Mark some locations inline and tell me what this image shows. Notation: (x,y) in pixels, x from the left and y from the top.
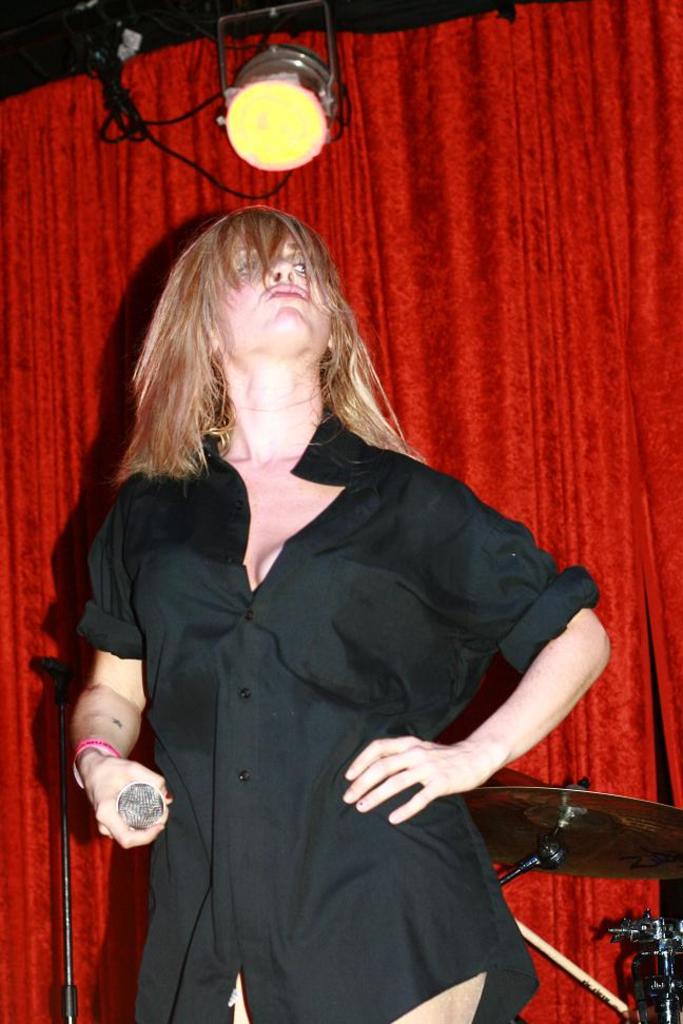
In the picture we can see a woman (372,846) standing and holding a microphone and she is in the black shirt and cream color hair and behind her we can see some musical instrument (673,846) and a curtain (586,444) which is red in color and on the top of it we can see a light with some wire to it.
